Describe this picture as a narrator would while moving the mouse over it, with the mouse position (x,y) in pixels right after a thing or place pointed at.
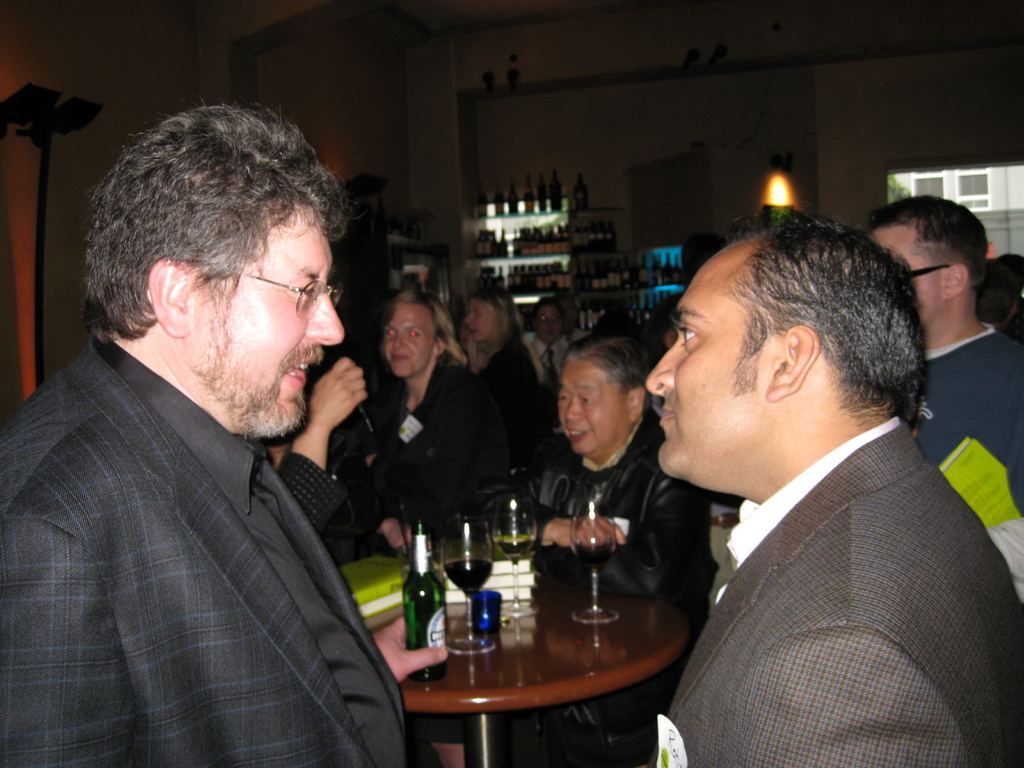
Here in the front (789,253) we can see two men (246,754) speaking to each other and behind them we can see a group of people (460,375) sitting and standing at the table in front of them having glasses (592,538) and bottles (418,547) present.
